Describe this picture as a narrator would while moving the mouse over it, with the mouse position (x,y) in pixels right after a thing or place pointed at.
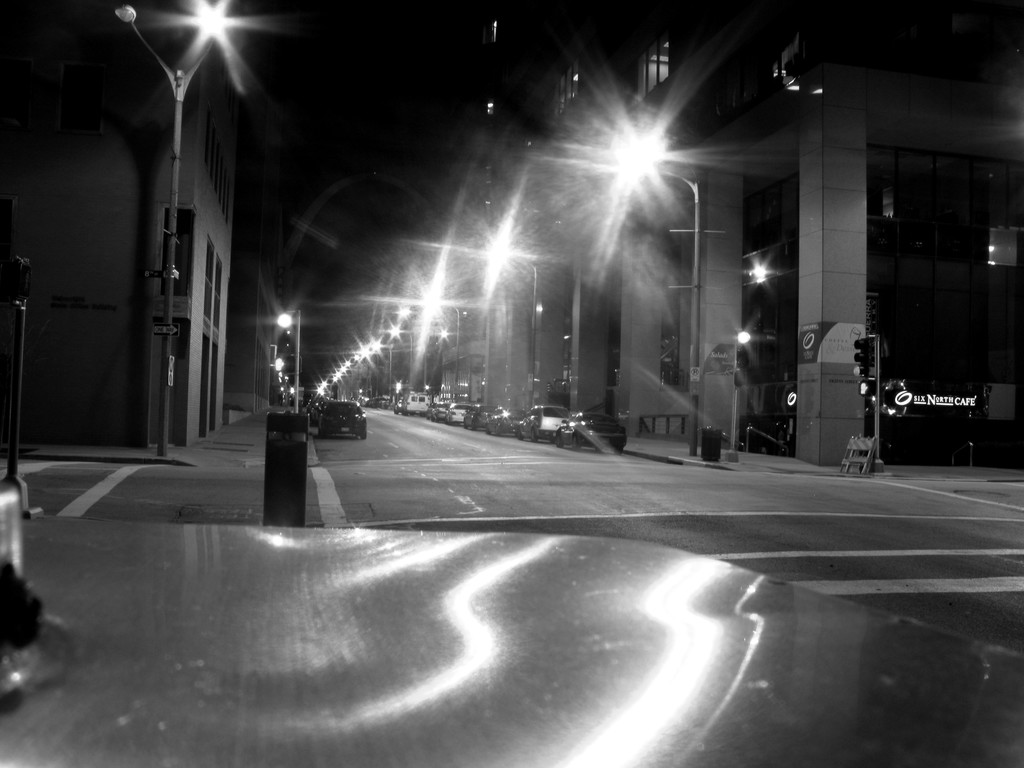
In front of the image there is some object (114,736). There are cars (545,436) on the road (410,424). There are traffic lights (863,362), light poles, dustbins (276,477), directional boards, buildings (717,420) and a metal fence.
